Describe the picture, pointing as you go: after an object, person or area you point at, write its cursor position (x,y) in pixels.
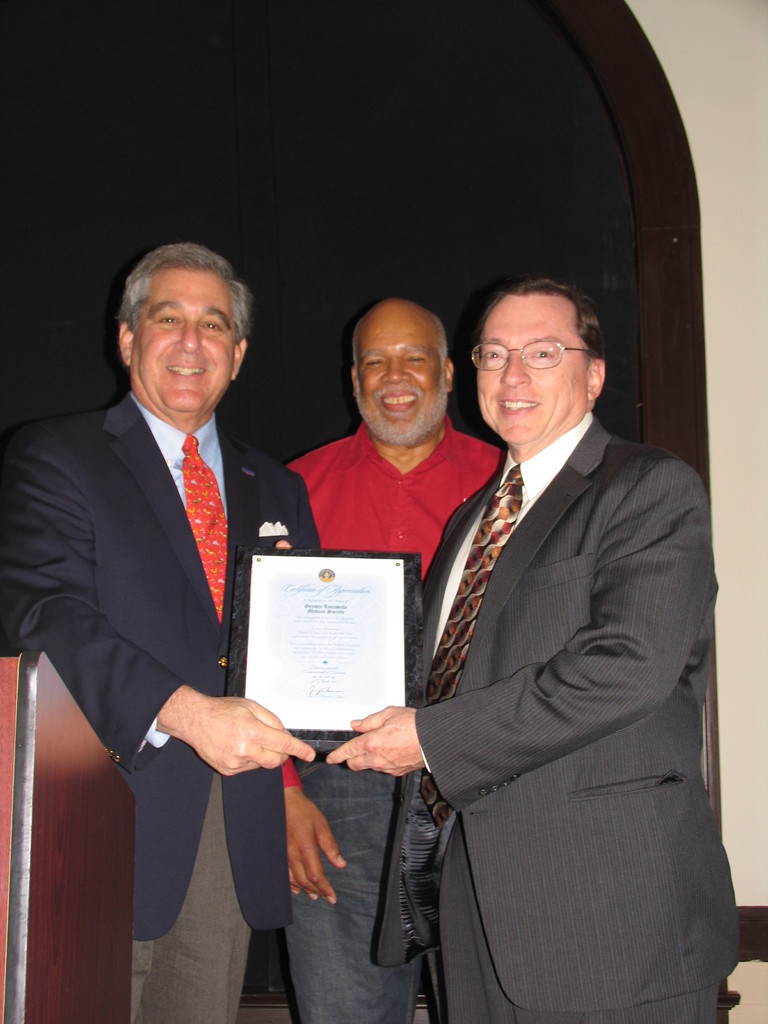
In this image, we can see three people (553,549) out of which two of them are holding a certificate (335,671) and at the back of this three people (594,318) there is a darker background (406,171).
